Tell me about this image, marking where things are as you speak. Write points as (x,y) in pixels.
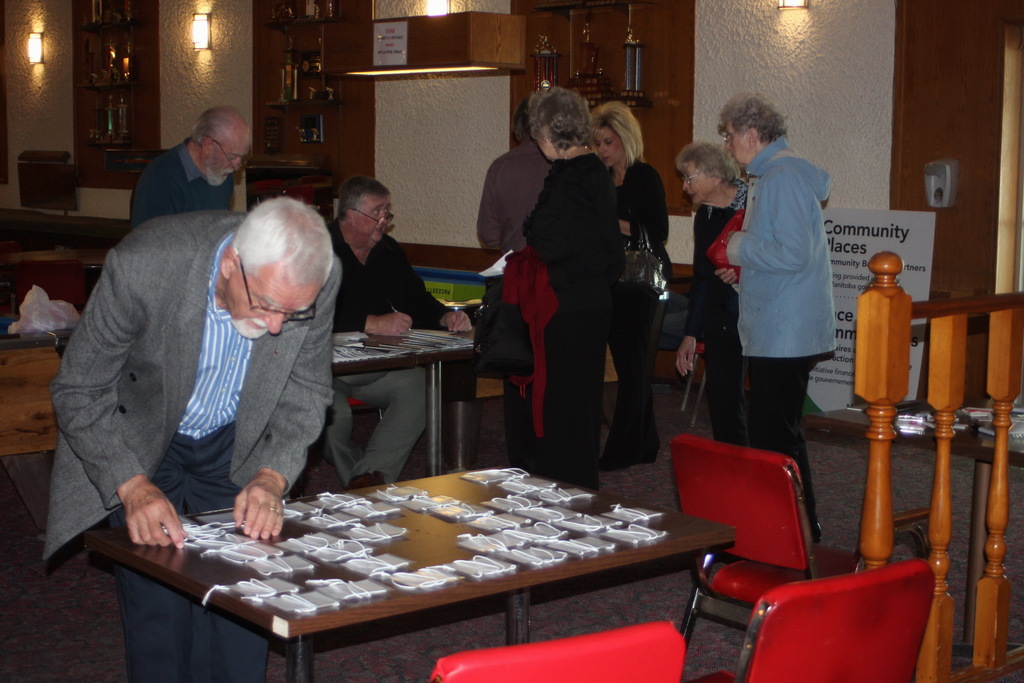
In this image there are group of persons (567,358) sitting and standing doing some work.
